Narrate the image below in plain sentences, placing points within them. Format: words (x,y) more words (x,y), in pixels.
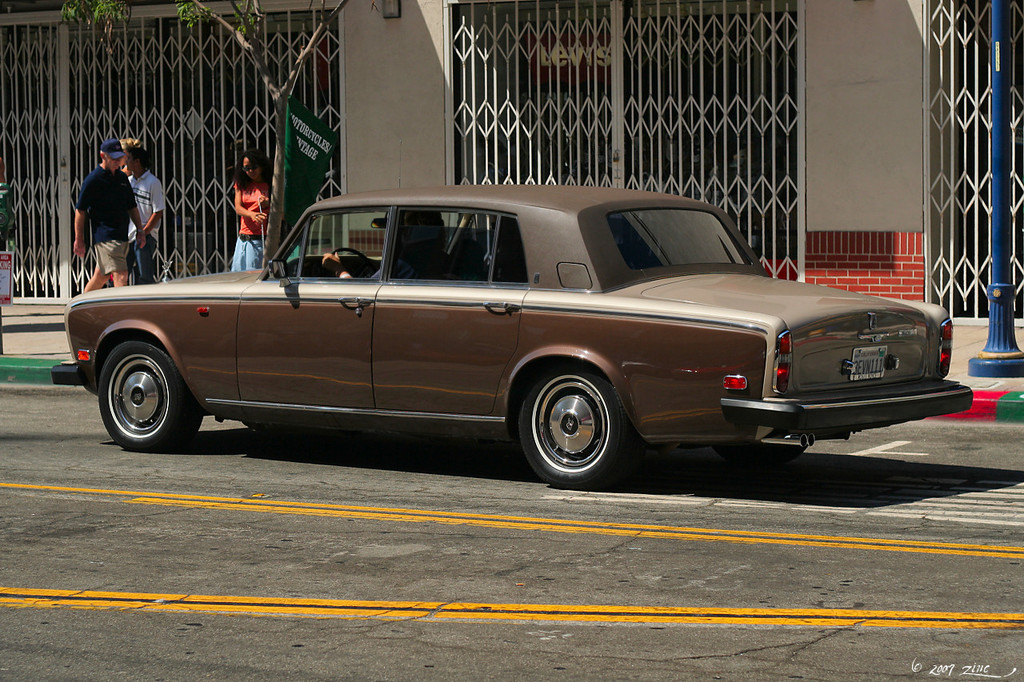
In this image, we can see closed grid folding gates (133,94). There are persons (111,166) on the left side of the image (125,160). There is a car (296,279) in the middle of the image (433,285). There is a pole (1003,265) on the right side of the image (1008,339). There is tree (323,25) at the top of the image (262,70).
